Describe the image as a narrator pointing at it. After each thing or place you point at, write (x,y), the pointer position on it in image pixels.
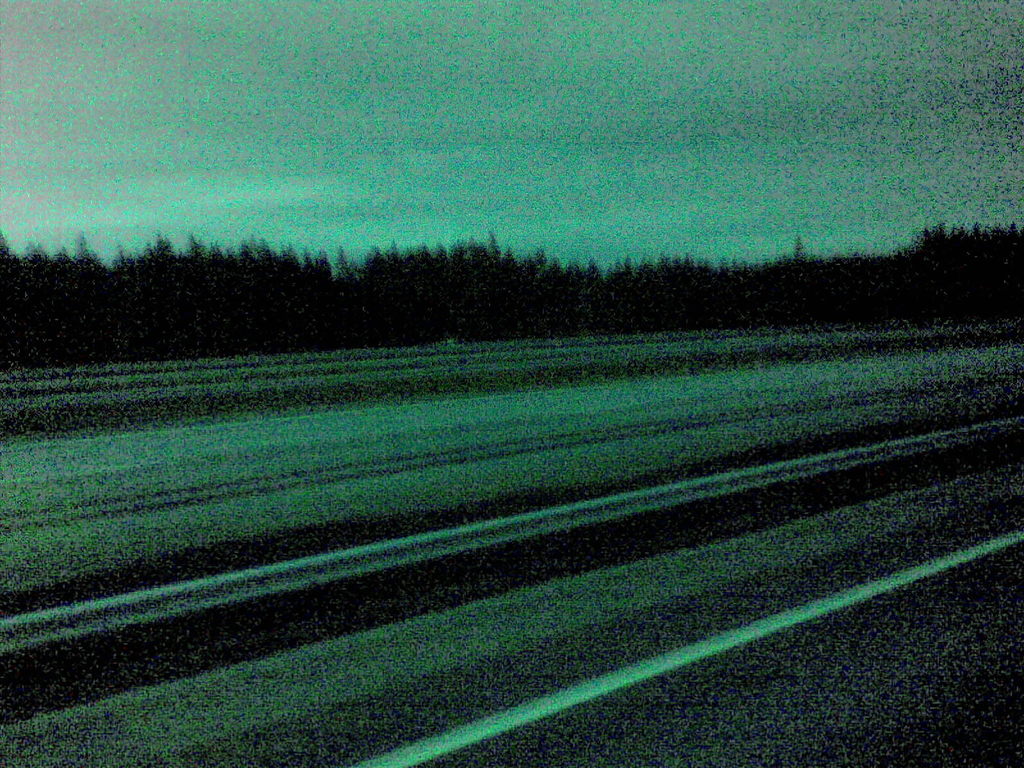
In this picture we can observe a road (525,631). In the background (162,306) there are trees (368,291). We can observe a sky (527,182) here.
